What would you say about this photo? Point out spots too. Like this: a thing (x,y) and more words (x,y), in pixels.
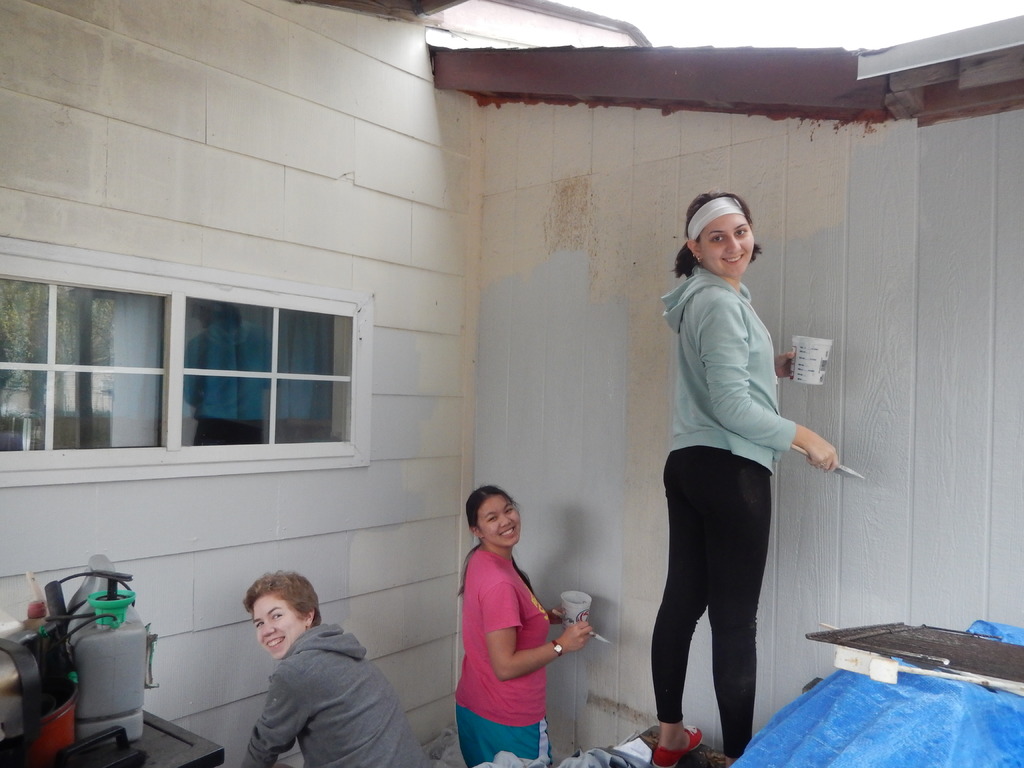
In this image I can see three persons (512,745) in the front (741,669) and the right two of them are holding glasses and brushes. In the background (358,257) I can see a building (317,224). On the left side of this image (190,271) I can see windows (177,388) and few other things (118,741). On the right bottom side (795,746) I can see a blue colour thing (991,765).
